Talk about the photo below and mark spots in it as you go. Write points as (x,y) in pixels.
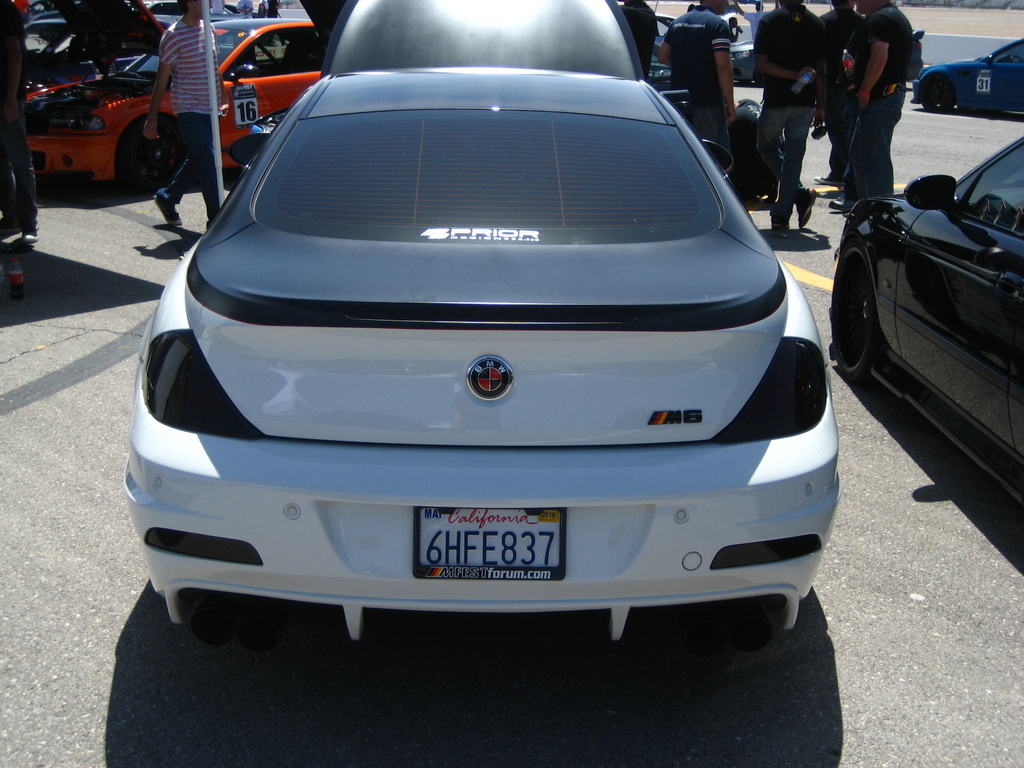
These are the cars (577,286), which are parked. I can see a person (206,110) walking. This looks like a pole (219,138). I can see a group of people (730,72) standing. This looks like a bottle (21,297), which is placed on the road (32,323).
